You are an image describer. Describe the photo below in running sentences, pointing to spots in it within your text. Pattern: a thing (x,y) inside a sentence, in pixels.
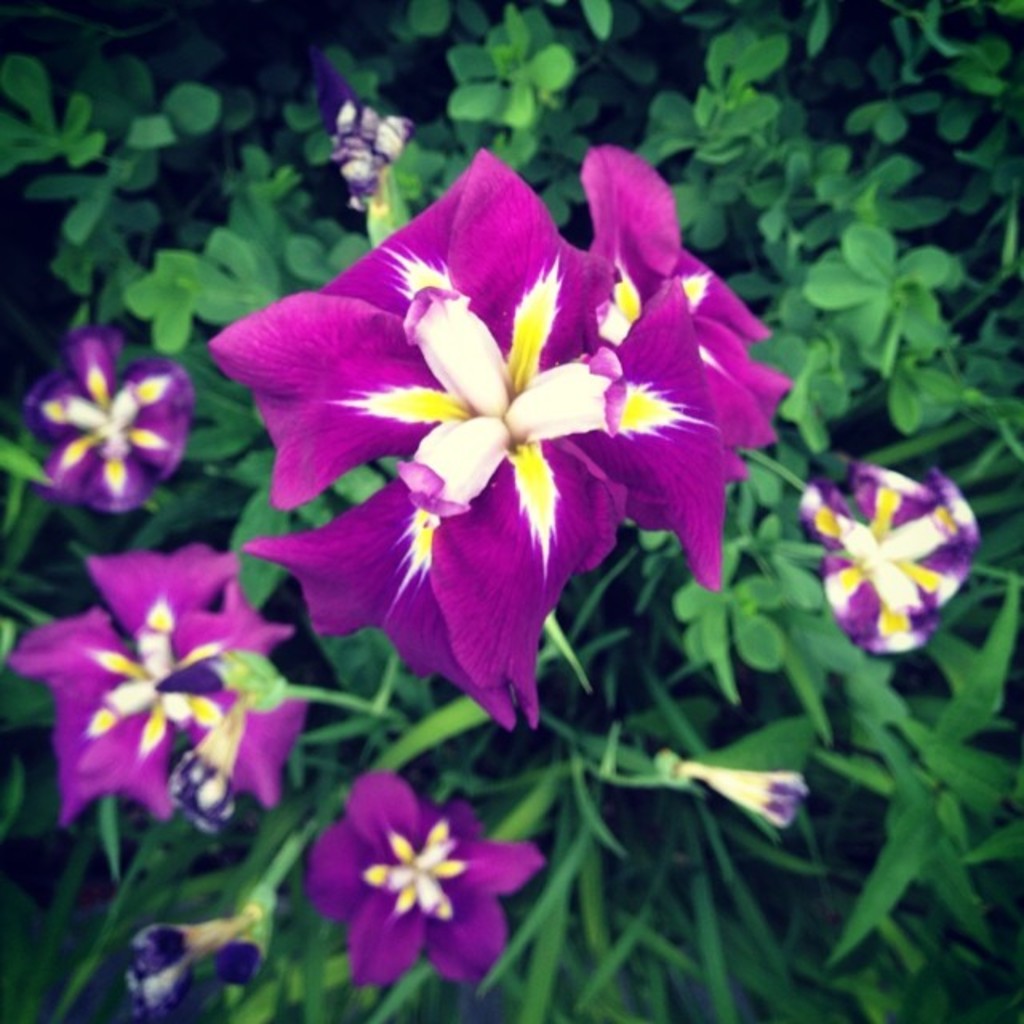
Here we can see flowers (613,410) and leaves (426,140).
